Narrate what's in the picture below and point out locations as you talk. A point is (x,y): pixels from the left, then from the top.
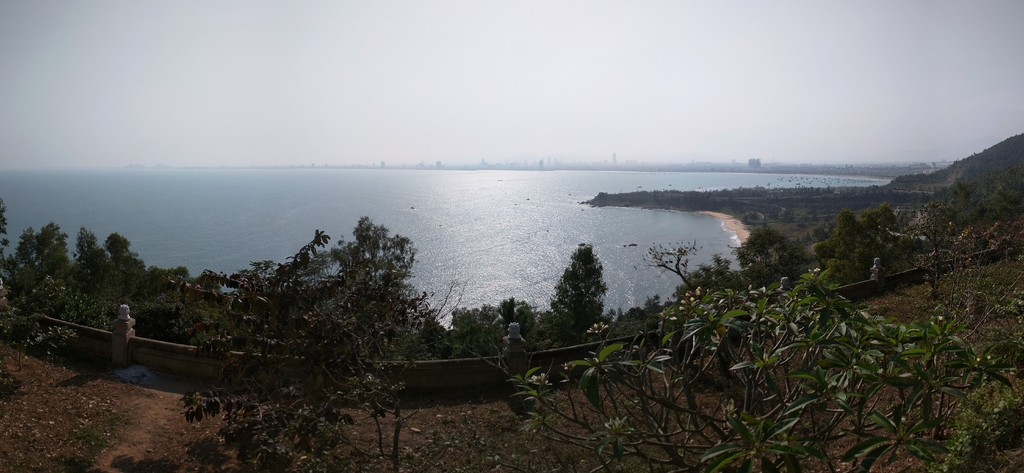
In this image, we can see water (140,250), there are some plants (199,313) and we can see a hill (1004,191). At the top (280,99) we can see the sky (639,112).
